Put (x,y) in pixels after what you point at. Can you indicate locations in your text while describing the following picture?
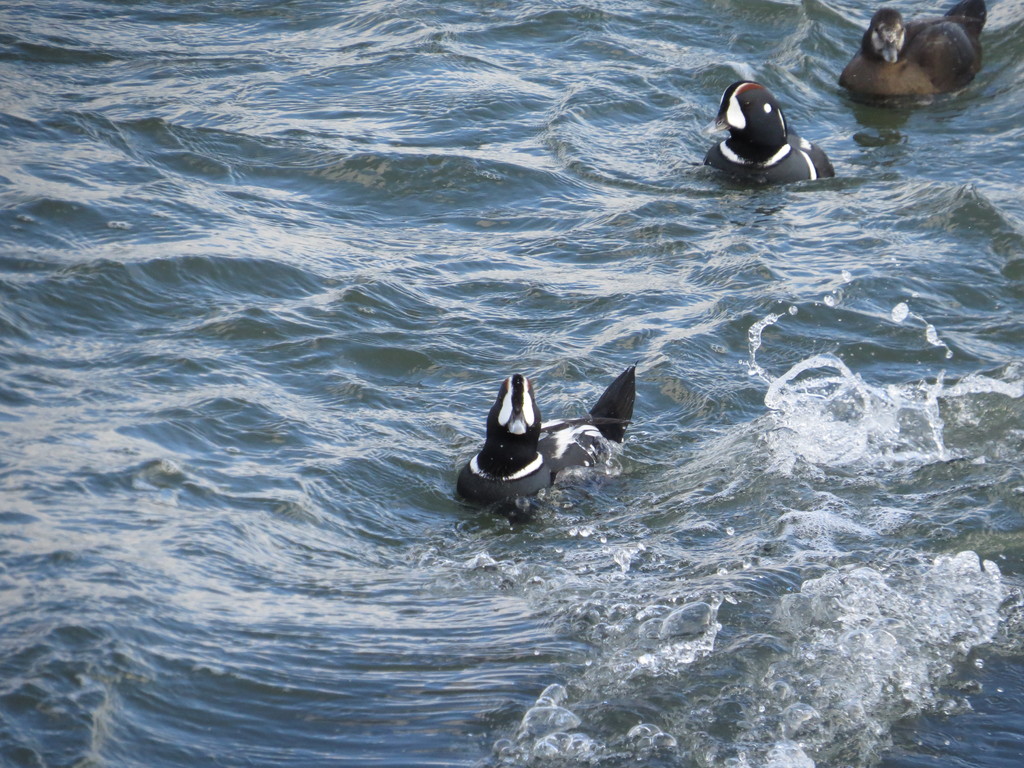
In this image I can see the water (381,316) and on the surface of the water (360,416) I can see three aquatic animals (621,413) which are white and black in color.
